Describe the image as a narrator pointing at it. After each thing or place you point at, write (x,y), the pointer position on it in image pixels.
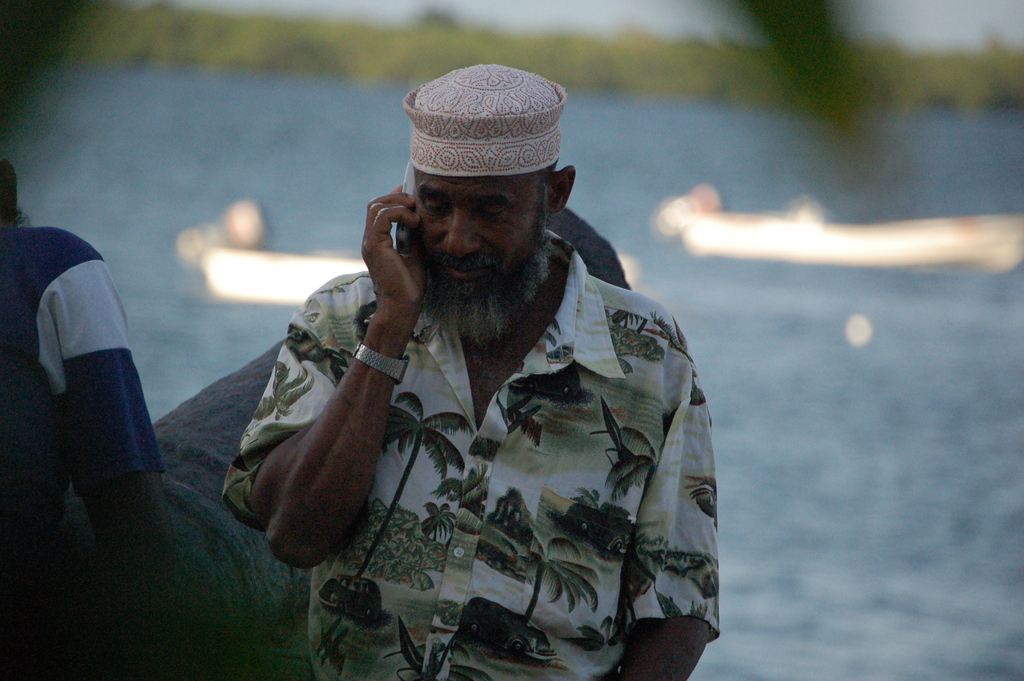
In the image we can see there are people (509,271) standing and there is a man (379,248) holding mobile phone (409,190) in his hand (370,215). Behind there is river (688,270) and there are boats (743,240) docked on the water (933,205). Background of the image (917,202) is little blurred.
